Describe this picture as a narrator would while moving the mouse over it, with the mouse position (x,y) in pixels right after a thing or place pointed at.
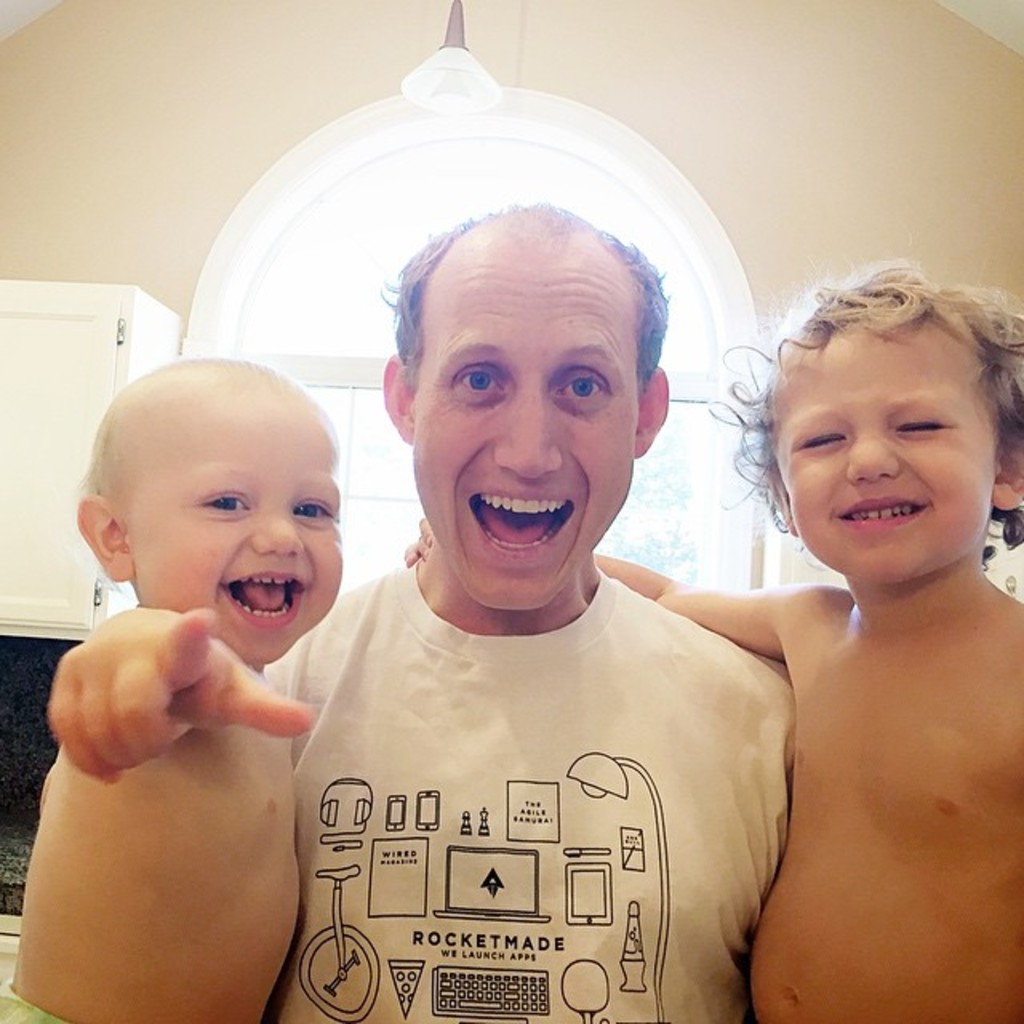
In this image I see a man (513,611) and 2 babies (197,932) and I see that these both of them are smiling and I see that this man (387,588) is wearing a t-shirt (535,782). In the background (131,173) I see the wall (264,135) and I see the cupboard (75,391) over here and I see the windows (682,352) over here.
